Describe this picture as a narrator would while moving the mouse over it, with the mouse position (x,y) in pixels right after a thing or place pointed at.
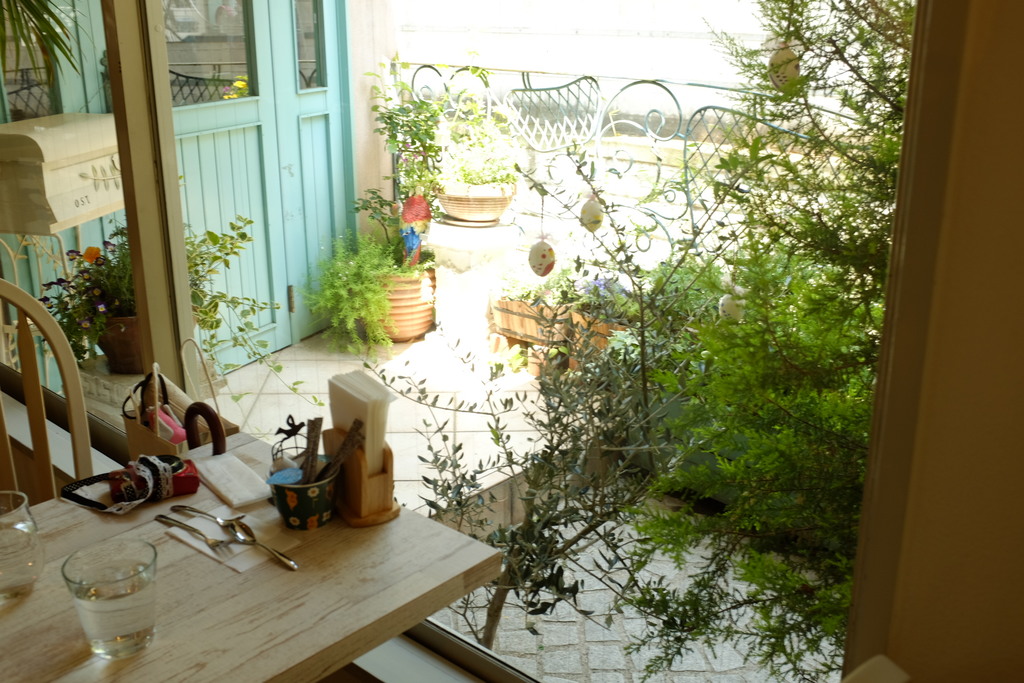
On the right side of the image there is a wall (894,439). There are a few plants (684,394) with leaves (735,362) and stems (777,110). There is a railing (631,146). In the middle of the image (426,293) there are a few plants (318,284) in the pots (594,339). In the background (182,79) there is a door (210,181) and there is a box (56,178). On the left side of the image (239,574) there is a table (199,600) with two glasses (30,520) of water (99,589), tissue holder (343,498) with tissue papers (351,409), a fork (217,540), a spoon (245,537) and a few things (247,497) on it. There is an empty chair (50,461).
